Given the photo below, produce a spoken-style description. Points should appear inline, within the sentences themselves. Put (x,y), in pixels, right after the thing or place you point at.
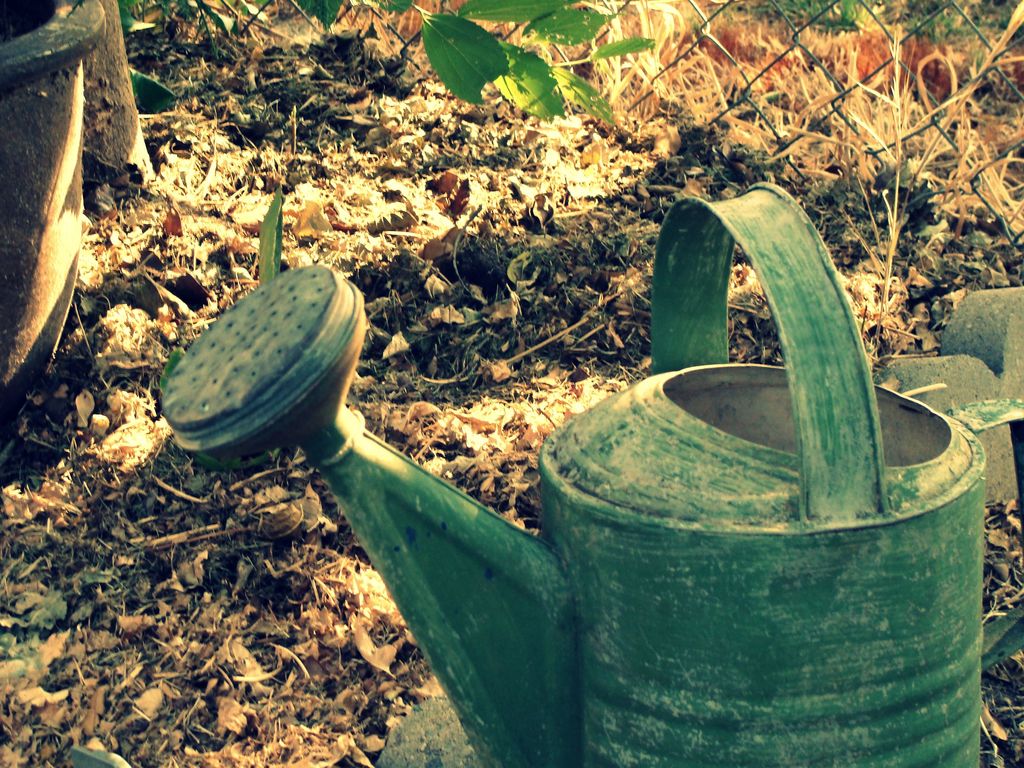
As we can see in the image there are stones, leaves (368,166), fence (908,82) and water can (673,350).
